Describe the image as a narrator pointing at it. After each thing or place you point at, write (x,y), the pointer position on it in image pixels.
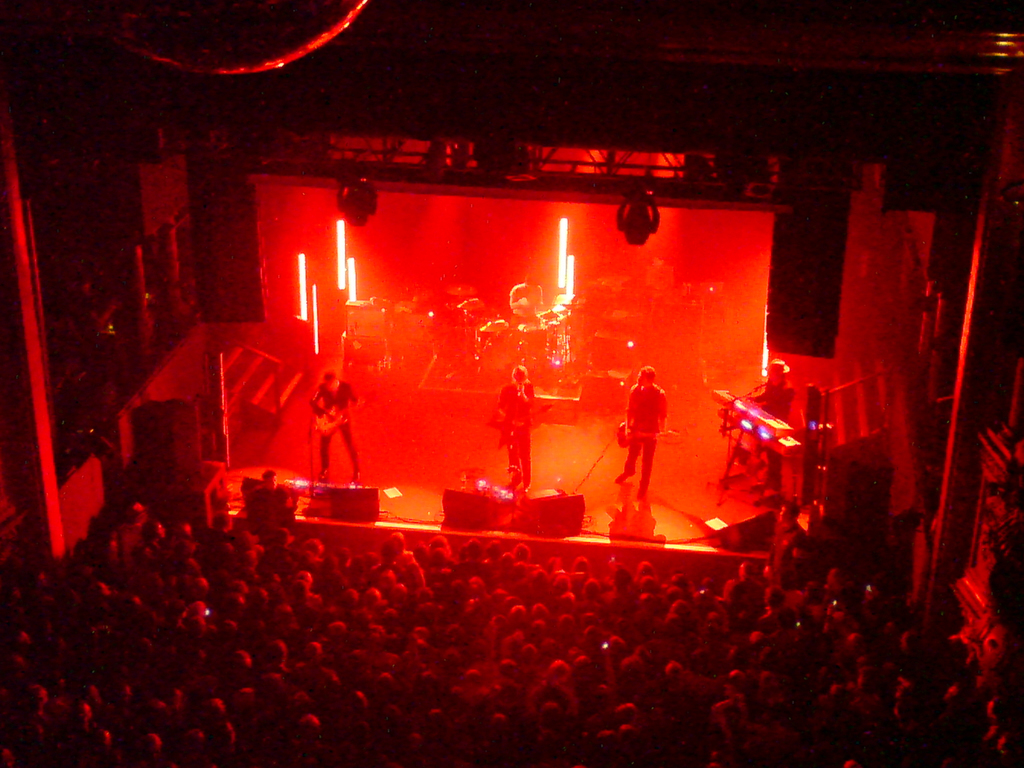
There is a crowd (343,641). Also there is a stage (322,340). On the stage (354,378) there are few people (515,386) playing musical instruments (755,422). There are lights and speakers (489,502) on the stage (584,400). Also there is a keyboard (741,418) and drums (496,332).
